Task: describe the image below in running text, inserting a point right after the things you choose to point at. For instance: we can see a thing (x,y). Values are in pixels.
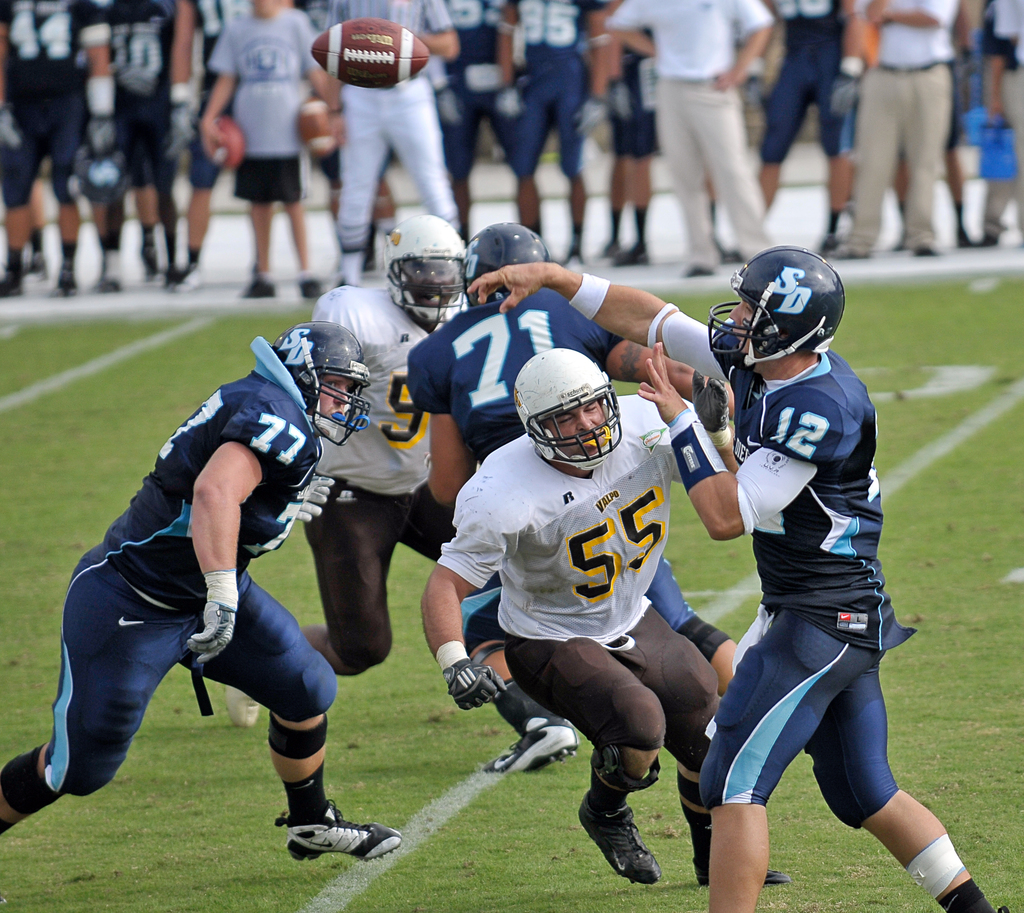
In this image there are a few people (574,514) running on the ground (415,799). They are wearing jersey (568,526) and helmets (476,270). There is grass (45,520) on the ground (105,516). Behind them there are many people (424,122) standing. At the top (363,58) there is a ball (387,52) in the air.
